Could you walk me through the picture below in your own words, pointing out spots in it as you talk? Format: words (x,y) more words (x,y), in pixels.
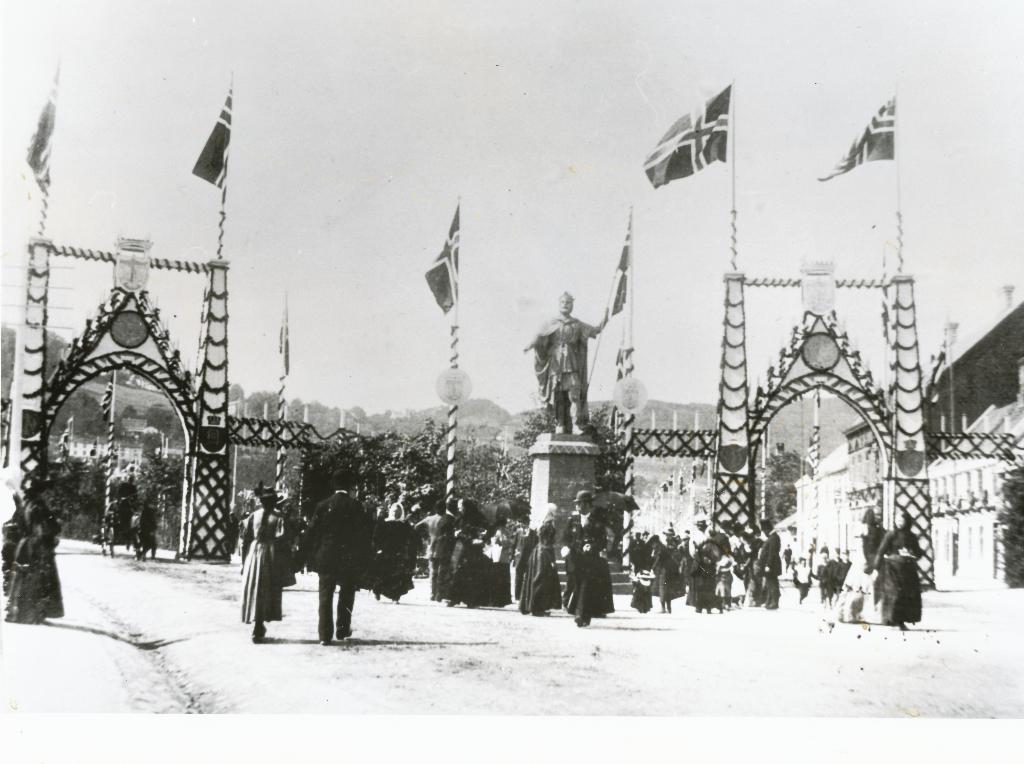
In this picture there is a poster (877,372) in the center of the image (586,421), in which there is a statue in the center of the image (593,466).
